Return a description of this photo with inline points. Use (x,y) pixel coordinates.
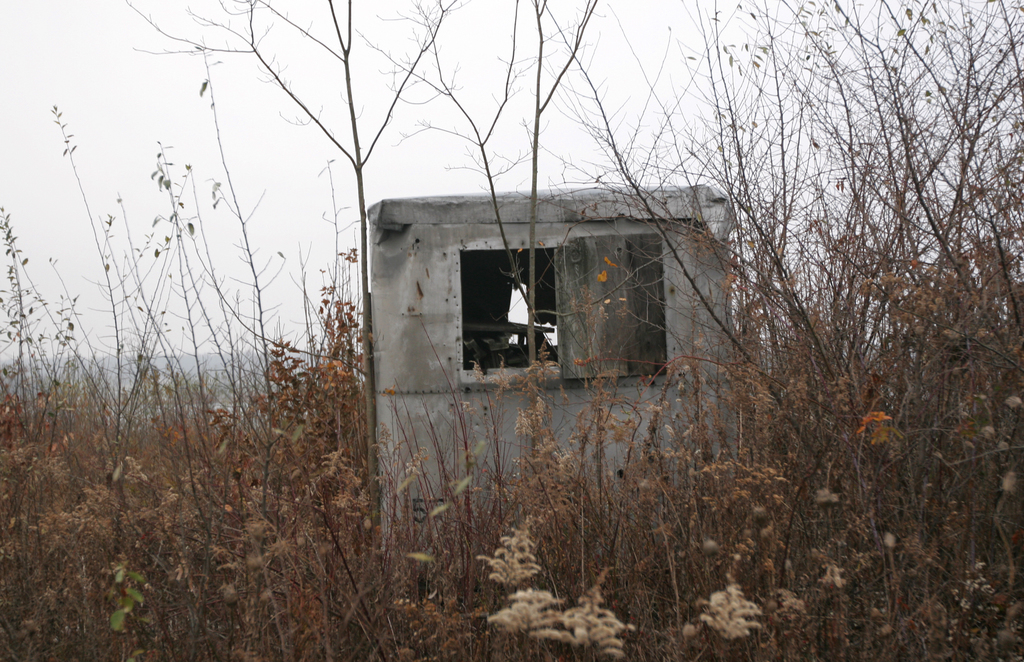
This image is taken outdoors. At the bottom of the image (155,490) there are a few plants (831,511). In the middle of the image (594,301) there is a cabin (451,300). At the top of the image (349,125) there is a sky (153,75).
